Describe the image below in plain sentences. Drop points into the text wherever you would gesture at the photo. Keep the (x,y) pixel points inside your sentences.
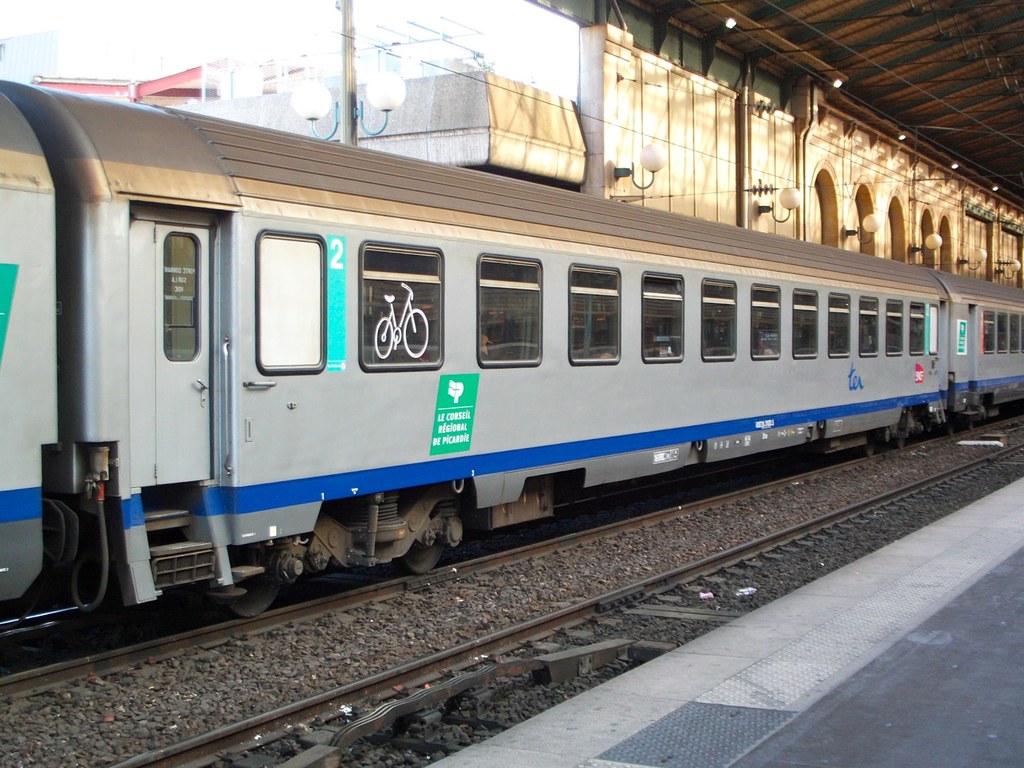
In this image we can see a train (305,406) on the track (397,578), there are some lights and a building (741,153), also we can see the railway platform (763,650).
